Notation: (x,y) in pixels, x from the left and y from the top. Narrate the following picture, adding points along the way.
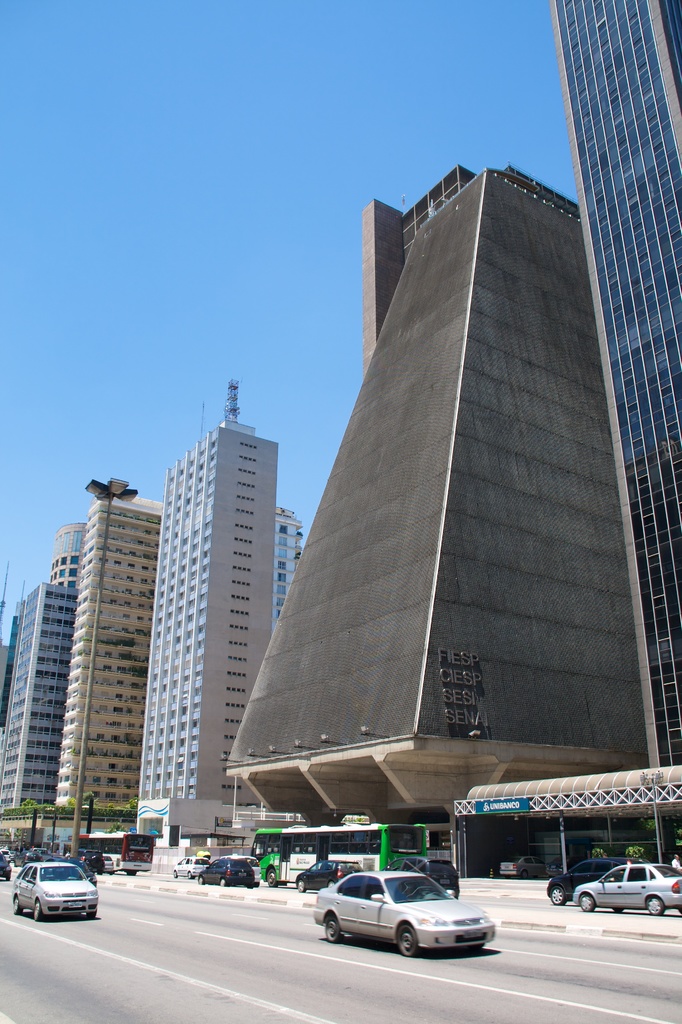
In this image I can see many vehicles (445,945) on the road (353,955). In the background (17,845) I can see the plants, few buildings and the sky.
